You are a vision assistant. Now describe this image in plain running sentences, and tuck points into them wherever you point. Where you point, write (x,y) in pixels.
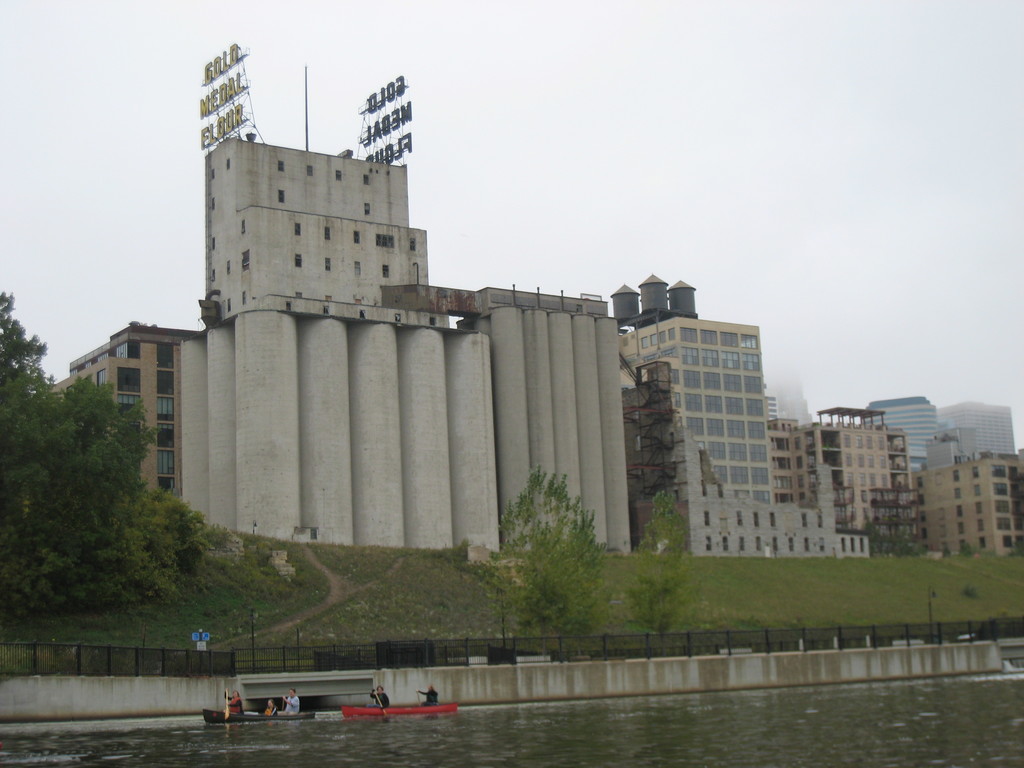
In this image I can see the boats (292,717) on the water (615,722). I can see few people (291,704) in the boats (368,708). In the background (377,657) I can see the railing (588,651), many trees (44,544) and the buildings (429,424). I can also see the sky (490,169) in the back (493,227).
